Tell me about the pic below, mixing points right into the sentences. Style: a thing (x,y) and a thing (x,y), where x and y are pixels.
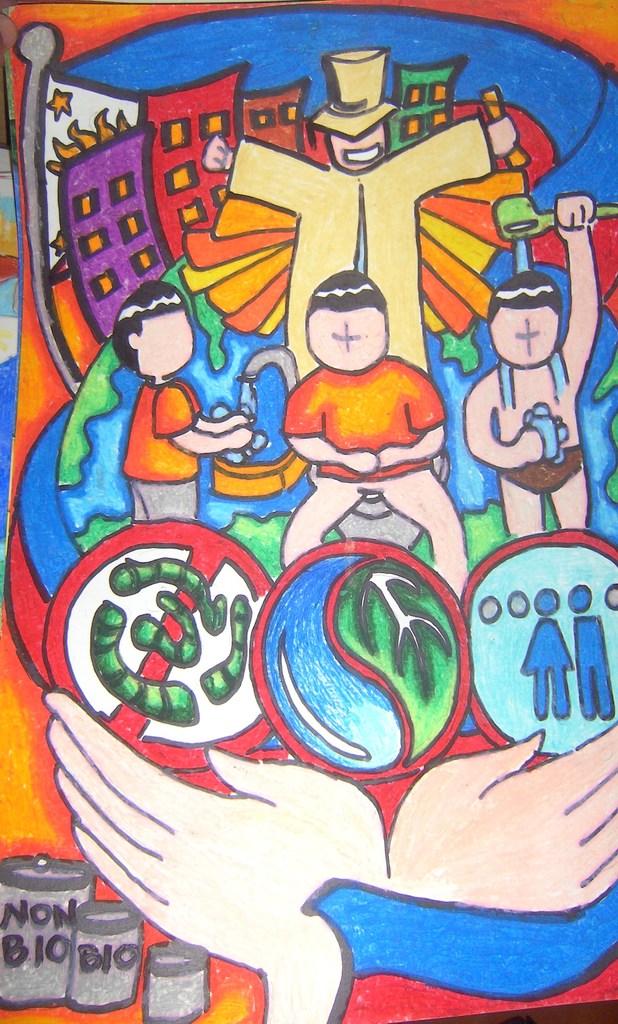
In the image we can see a painting (488,146).
